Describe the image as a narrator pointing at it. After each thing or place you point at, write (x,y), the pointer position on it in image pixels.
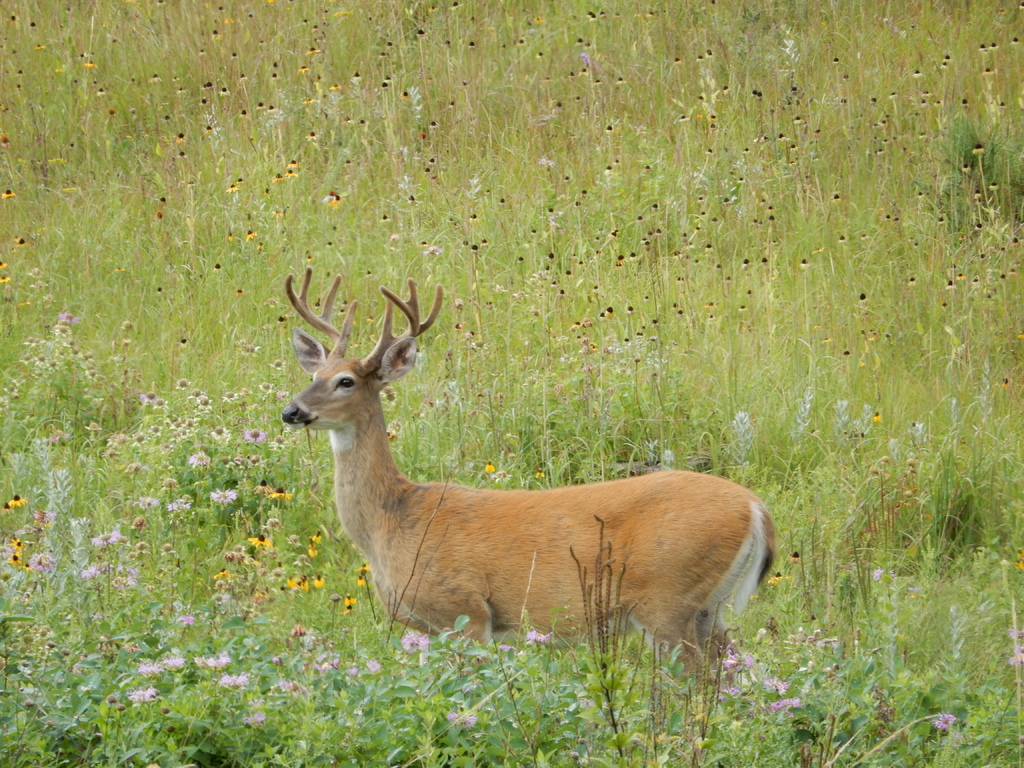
In this image there is full of grass (423,401) with some small flowers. There is a deer (549,590).
